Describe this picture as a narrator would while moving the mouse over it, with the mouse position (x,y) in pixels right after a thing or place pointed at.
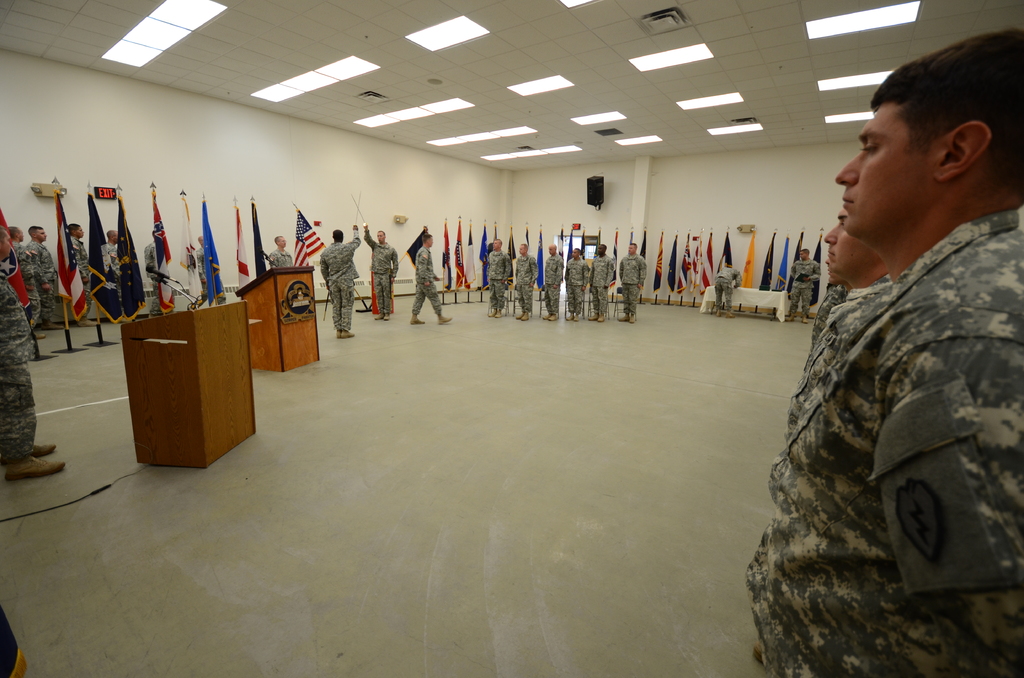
In this image we can see the inner view of a room (291,220). In the room (463,147) there are electric lights (390,121) attached to the roof (417,81), flags (134,246), flag posts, speakers (600,181) attached to the walls (263,194), persons (499,255) standing in a row, podiums (220,381), mics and electric cables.
